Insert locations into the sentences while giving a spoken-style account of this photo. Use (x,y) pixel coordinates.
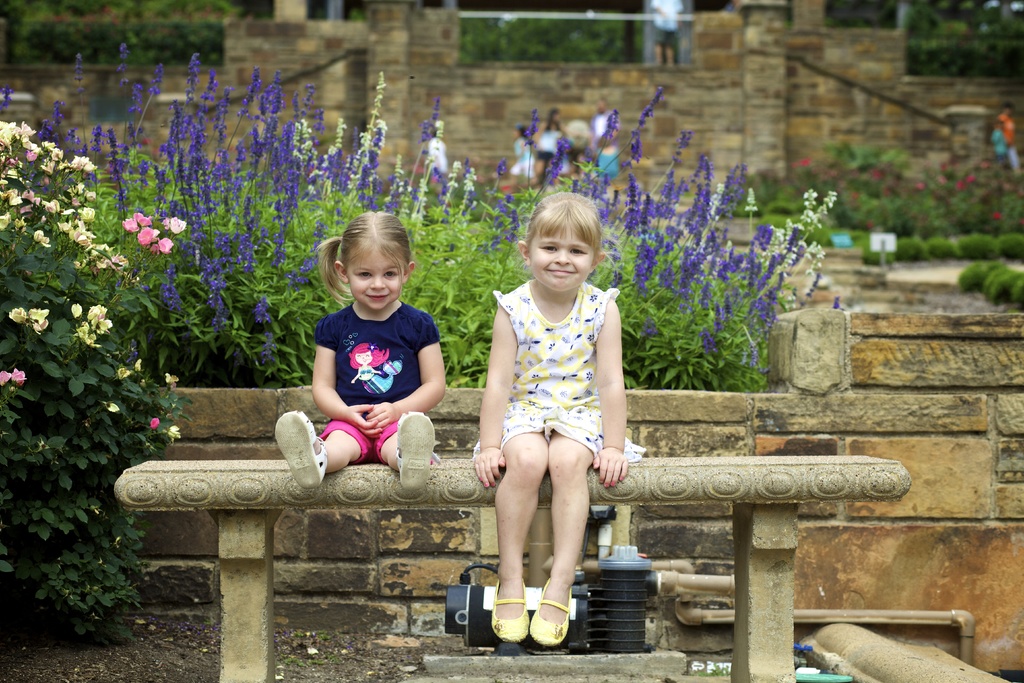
In this image I can see two persons (489,415) are sitting on the bench (365,504). At the backside of them there are plants (182,270). In the background (927,109) there is a wall (798,115).
